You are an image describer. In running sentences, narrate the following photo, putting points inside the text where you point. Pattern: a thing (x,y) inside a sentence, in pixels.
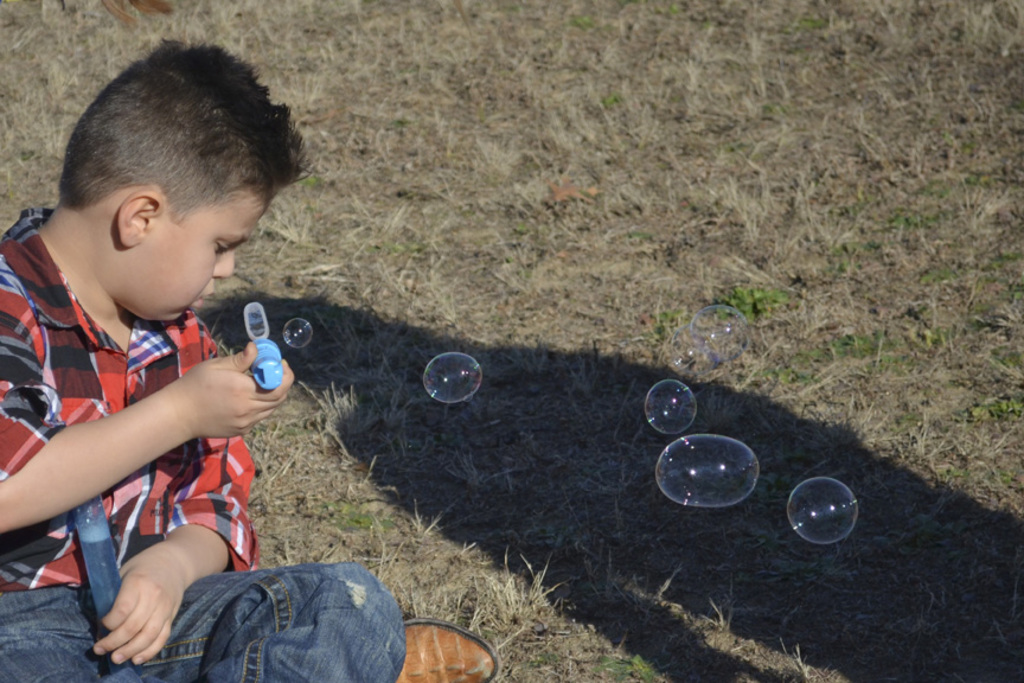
As we can see in the image there is grass (586,221) and a boy (151,299) blowing bubbles (472,382).
